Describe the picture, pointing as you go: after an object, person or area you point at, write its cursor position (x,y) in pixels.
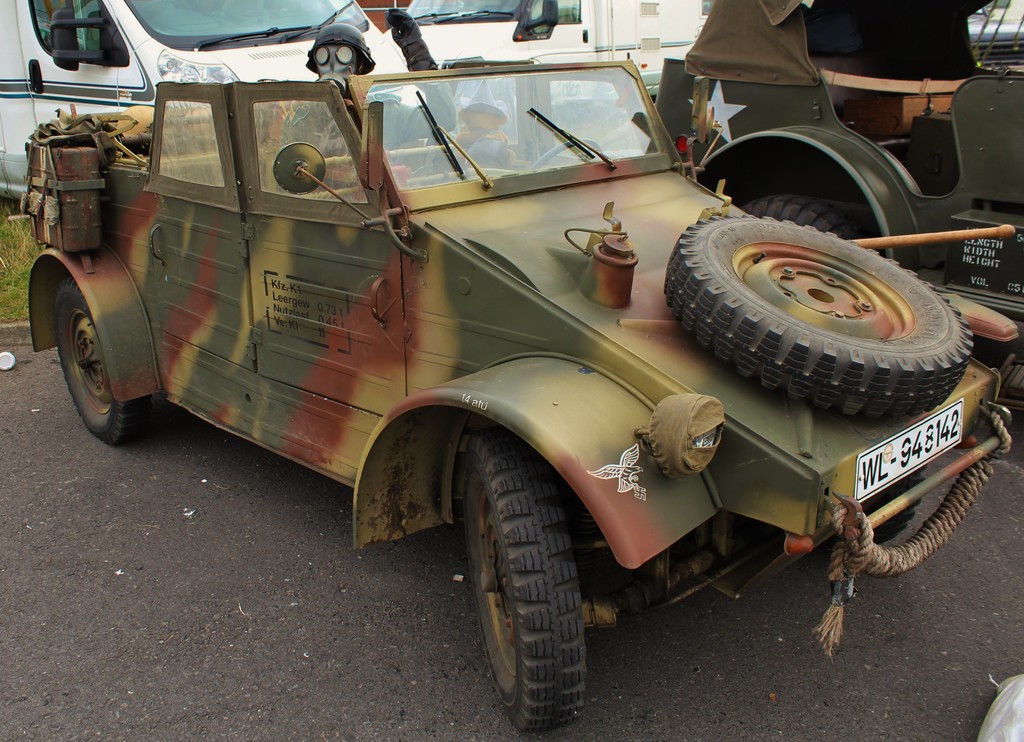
There are vehicles (753,375) parked on the road (268,643). In the background (212,48), there are white color vehicles (78,48) and there's grass (11,252) on the ground (17,301).
